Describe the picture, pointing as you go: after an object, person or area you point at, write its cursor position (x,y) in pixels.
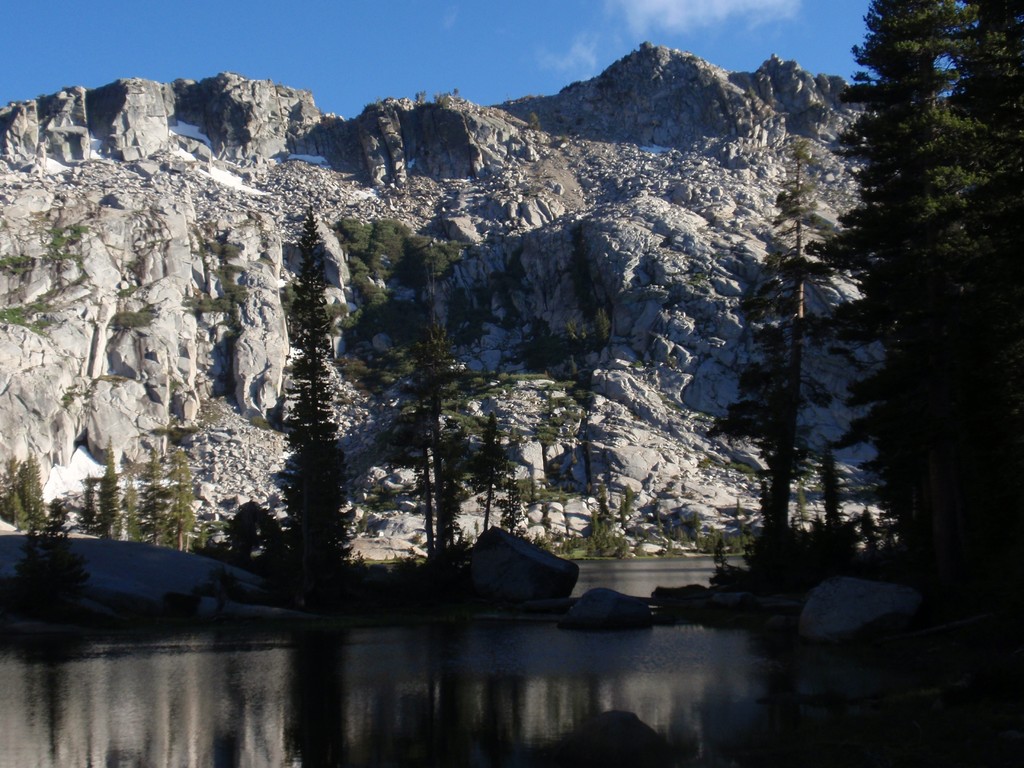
In this image, we can see mountains (473,255), there is water (406,681) and there are some trees (958,207), at the top (589,43) there is a blue color sky (383,38).
